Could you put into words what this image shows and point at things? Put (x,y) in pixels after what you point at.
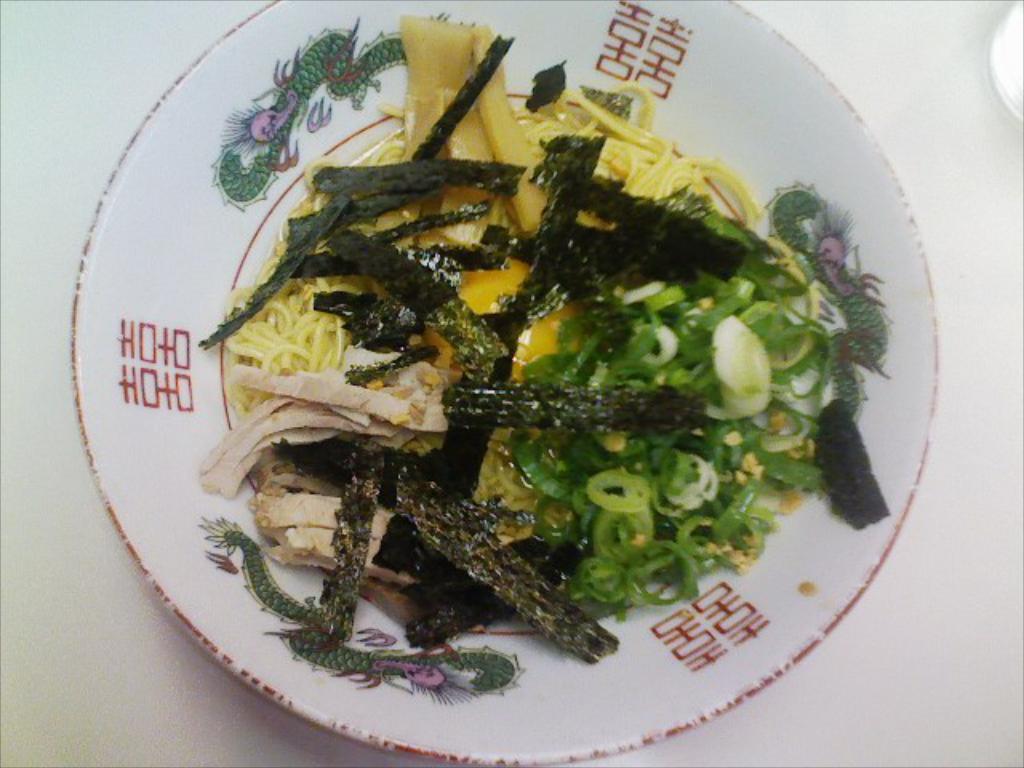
In the image there is veg salad (751,371), noodles (293,328), seaweed strips (362,535) in white plate (782,90) on a table (973,202).
